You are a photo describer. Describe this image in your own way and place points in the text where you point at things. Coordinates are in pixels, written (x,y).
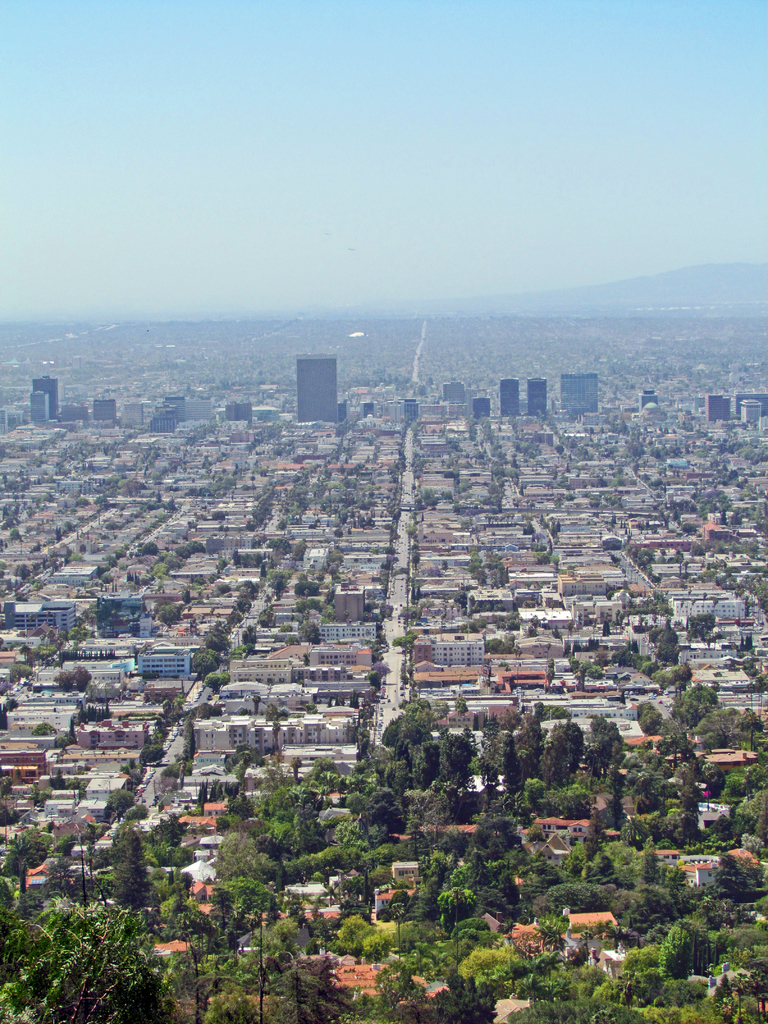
In this image, we can see there are trees (349,779), buildings (337,365) and vehicles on the ground (394,678). In the background (717,278), there are mountains (641,296) and there is a sky (196,200).
